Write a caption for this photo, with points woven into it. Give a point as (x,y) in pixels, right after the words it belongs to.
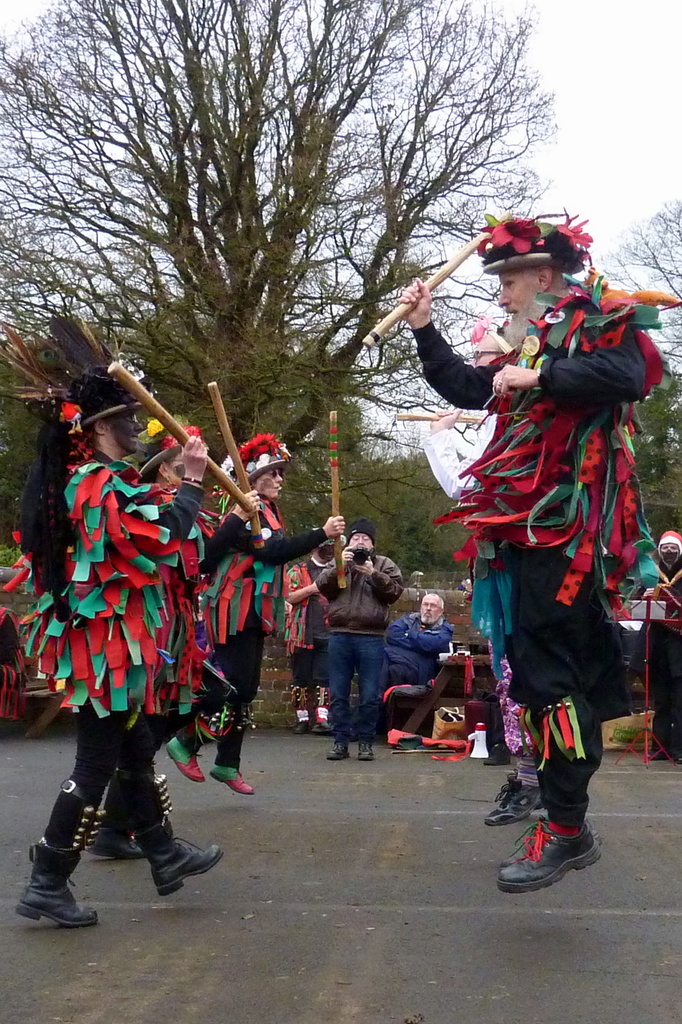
In this picture, we see the people (74,626) who are wearing the costumes (271,629) are holding the sticks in their hands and they are performing. At the bottom (261,837), we see the road (286,837). In the middle (334,659), we see a man (372,662) is standing and he is clicking photos with the camera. Behind him, we see a man (427,607) is sitting on the chair (389,687) and a woman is standing. Behind them, we see a wall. There are trees (660,448) in the background (248,353). At the top (638,90), we see the sky (609,157).
